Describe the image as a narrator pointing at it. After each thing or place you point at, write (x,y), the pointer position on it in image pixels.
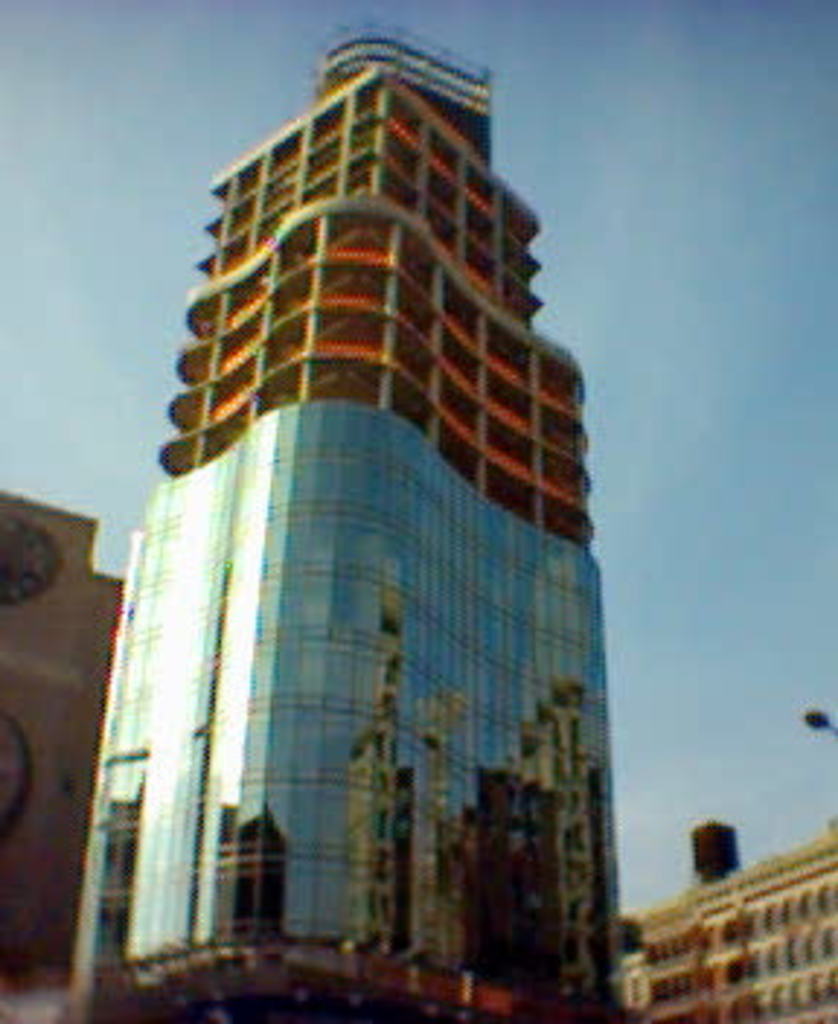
In this image I can see a building (570,442) and I can see the sky (551,132) in the background (657,166).
